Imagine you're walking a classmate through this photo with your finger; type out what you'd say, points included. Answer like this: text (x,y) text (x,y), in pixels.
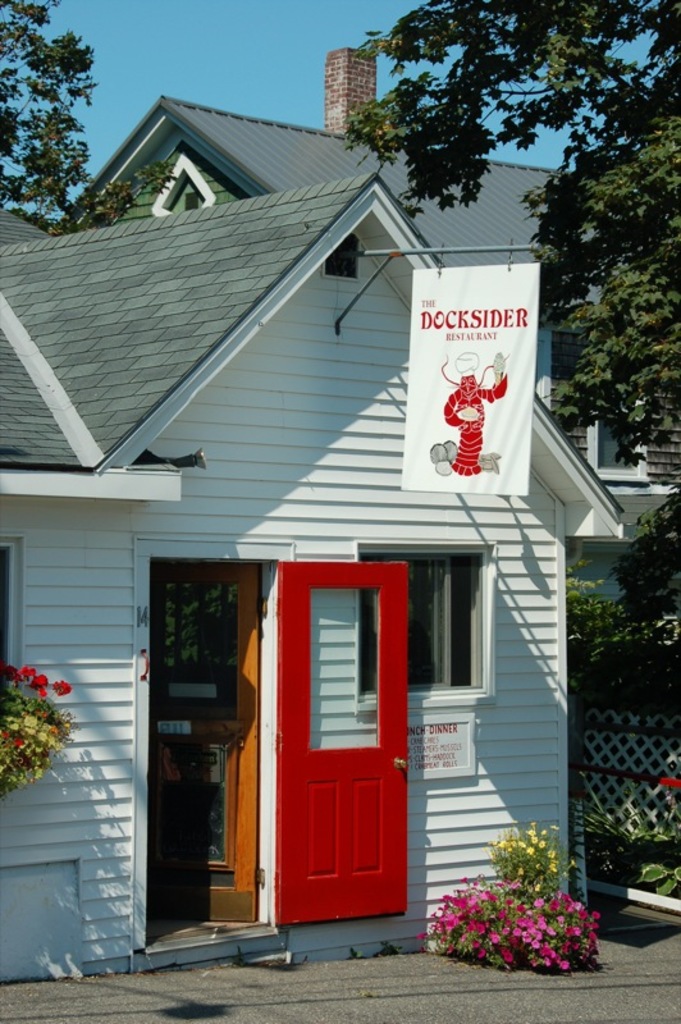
In this image there are plants (495,846) with flowers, doors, boards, buildings (363,345), trees (680,381), sky (96,69).
